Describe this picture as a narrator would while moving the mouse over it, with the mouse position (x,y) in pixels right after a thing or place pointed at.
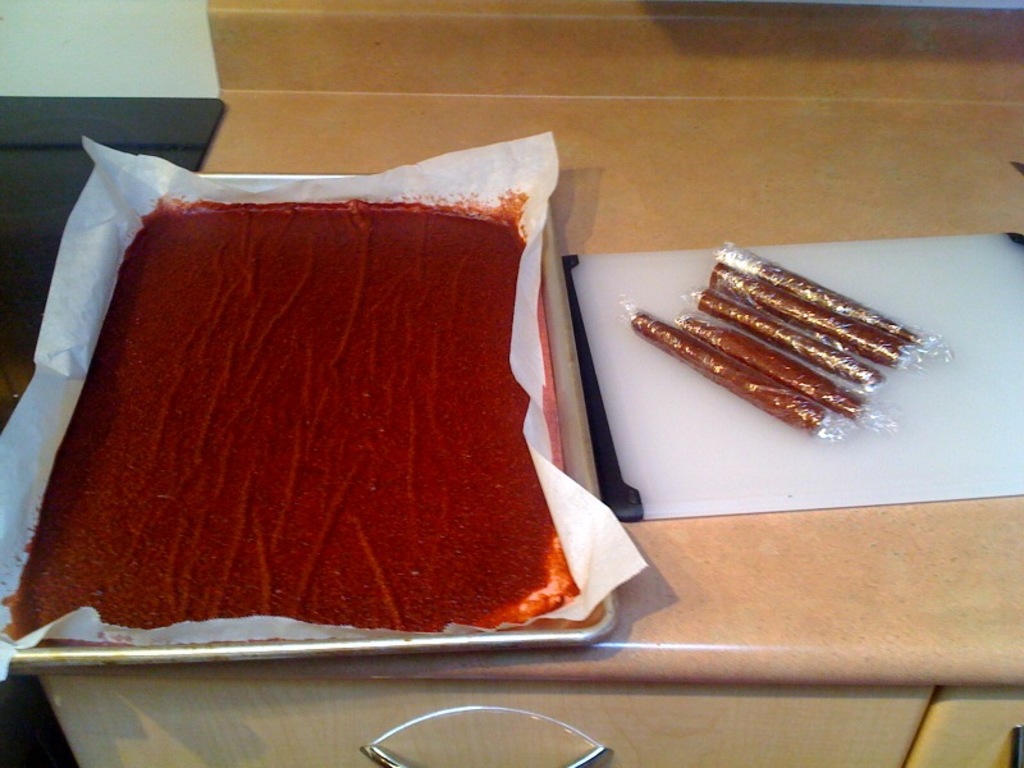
In this image we can see a red colored food item (455,561) which is kept in a tray (586,636), and some food items (805,422) are made rolls (735,378) and kept on a cutting board (868,474). A table (755,119) is there.
